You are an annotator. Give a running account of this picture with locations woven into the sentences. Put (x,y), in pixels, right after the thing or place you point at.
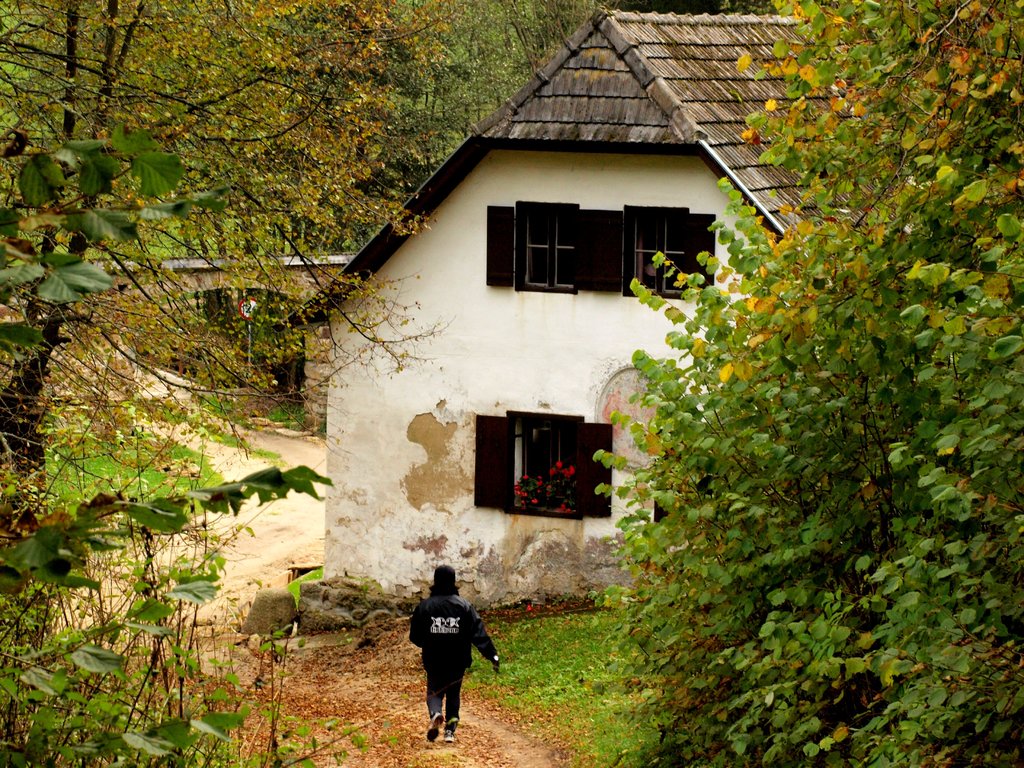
Here we can see a person (434,602). This is grass (601,675) and there are plants (551,497) with flowers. Here we can see trees (780,412), house (645,242), windows (641,267), and a board (244,306) attached to a pole (250,363).
